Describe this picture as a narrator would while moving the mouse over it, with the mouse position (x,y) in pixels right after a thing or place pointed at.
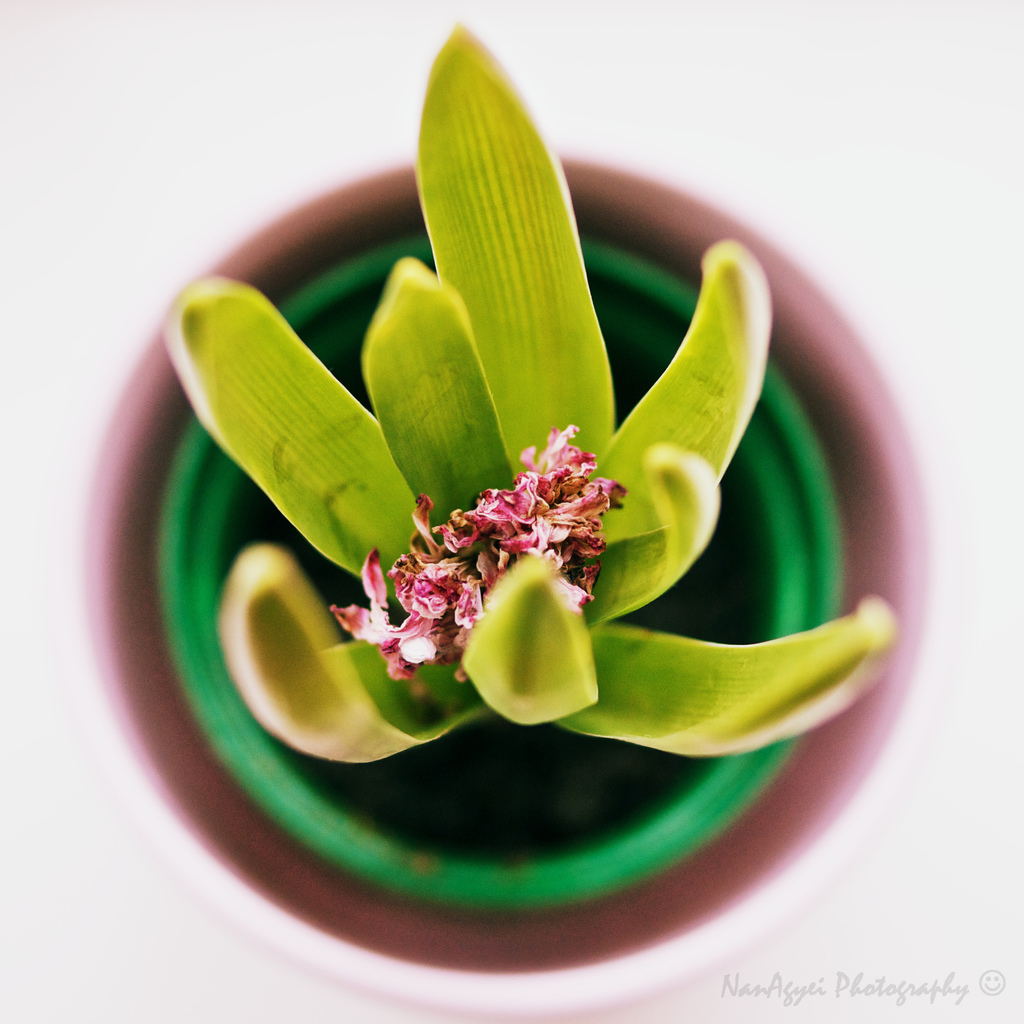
In the image we can see a flower plant (561,490) in the pot (766,587) and the surface (1005,818) is white. At the right corner (949,997) bottom we can see a watermark (832,986).
